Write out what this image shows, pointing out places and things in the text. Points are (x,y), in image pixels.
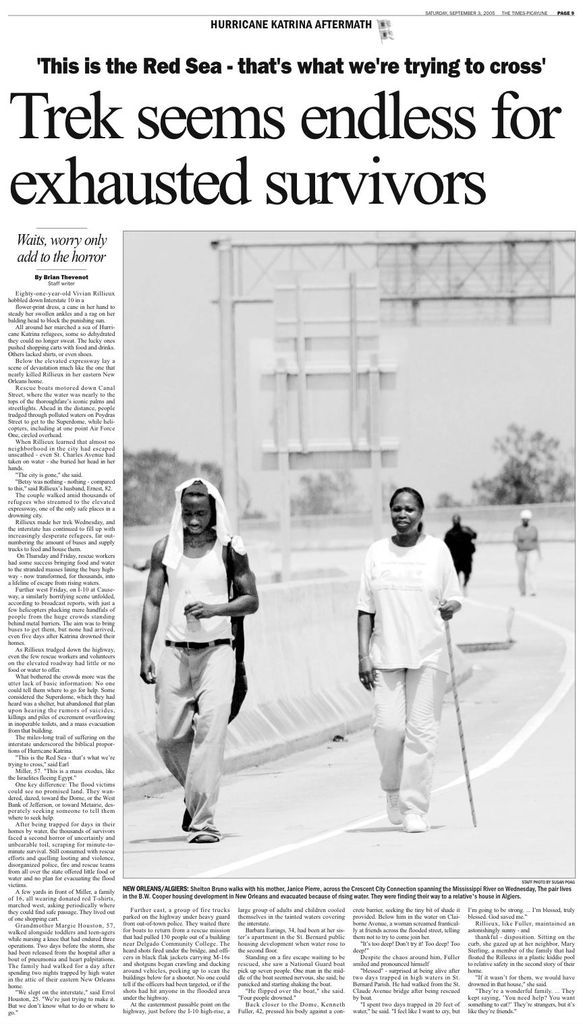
This is a news paper (302,174). In this news paper (408,571) we can see 4 people (429,617) on the road (482,571). Background (348,324) there are trees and boards (301,378).
